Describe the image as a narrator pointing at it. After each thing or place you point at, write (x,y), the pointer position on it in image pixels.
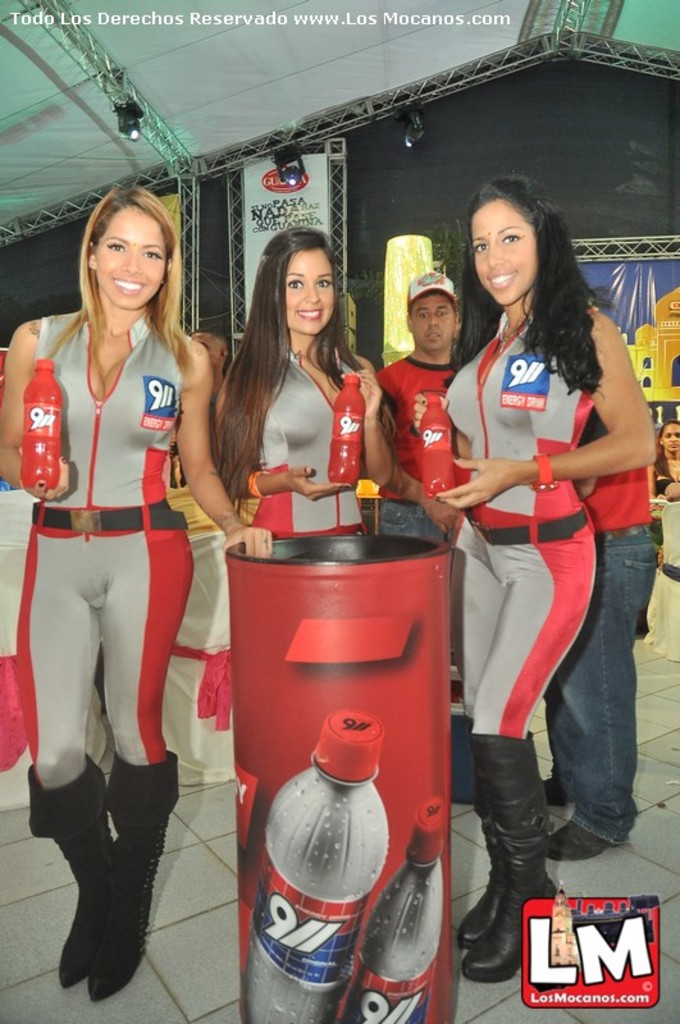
In this picture we can see group of people (449,524) and few people (266,409) holding bottles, in the middle of the image (313,549) we can see a box (399,658), in the background (126,89) we can find few metal rods (645,254), lights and a hoarding (662,276), in the bottom right hand corner (575,940) we can see a logo (569,955), in the top left hand corner (147,24) we can find some text (327,21).
